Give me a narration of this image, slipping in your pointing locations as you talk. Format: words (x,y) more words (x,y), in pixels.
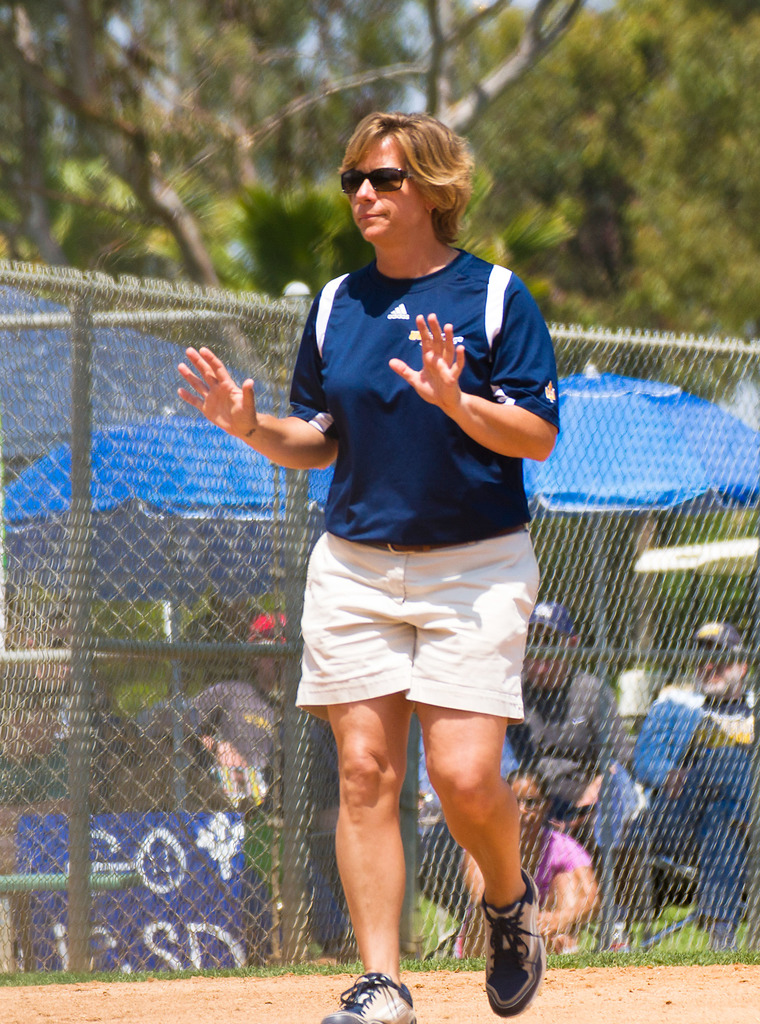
There is one woman (359,534) present in the middle of this image (374,574). We can see a fence (82,422), a group of people (554,668), umbrellas (234,447) and trees (188,243) in the background (226,249).
